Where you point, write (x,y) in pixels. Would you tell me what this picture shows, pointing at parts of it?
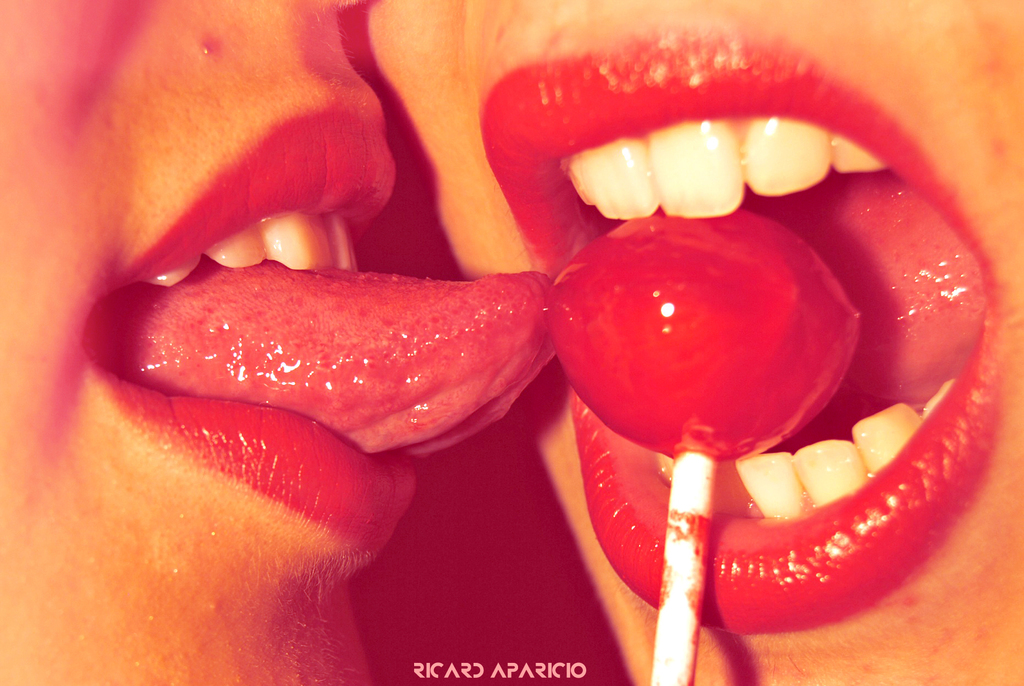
In this picture we can see mouths (840,573) of two persons (468,49) and lollipop (642,372). At the bottom of the image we can see text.
